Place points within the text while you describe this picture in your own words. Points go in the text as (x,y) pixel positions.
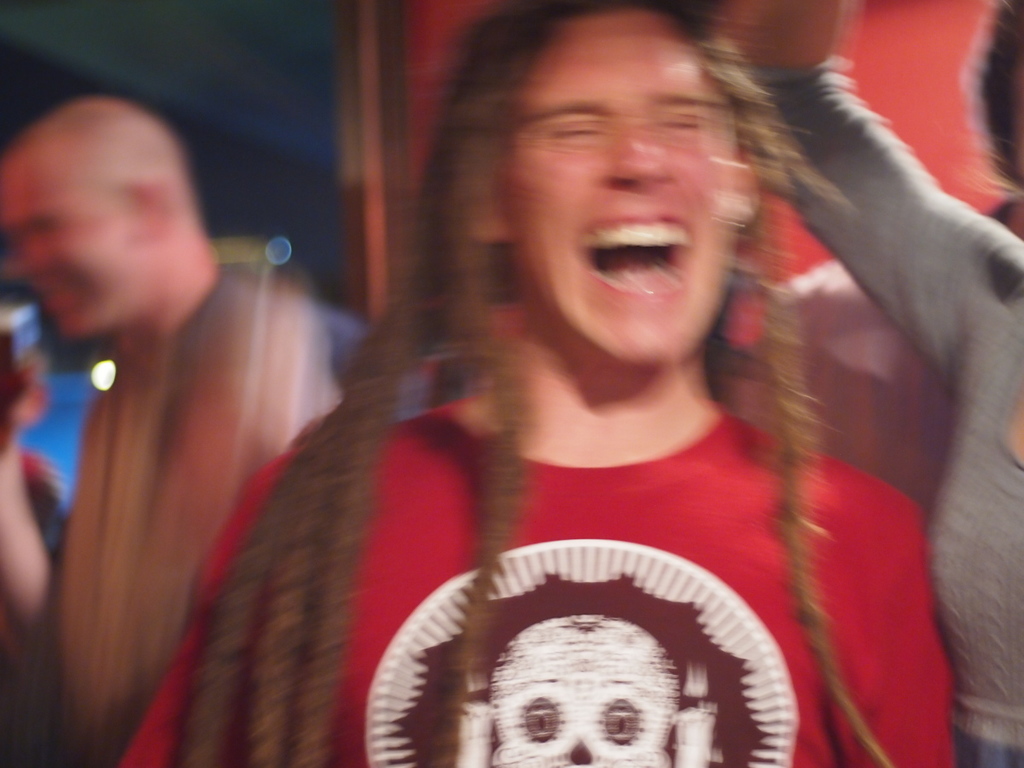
In this picture I can see few people (458,252) standing and I can see blurry background (383,21).
